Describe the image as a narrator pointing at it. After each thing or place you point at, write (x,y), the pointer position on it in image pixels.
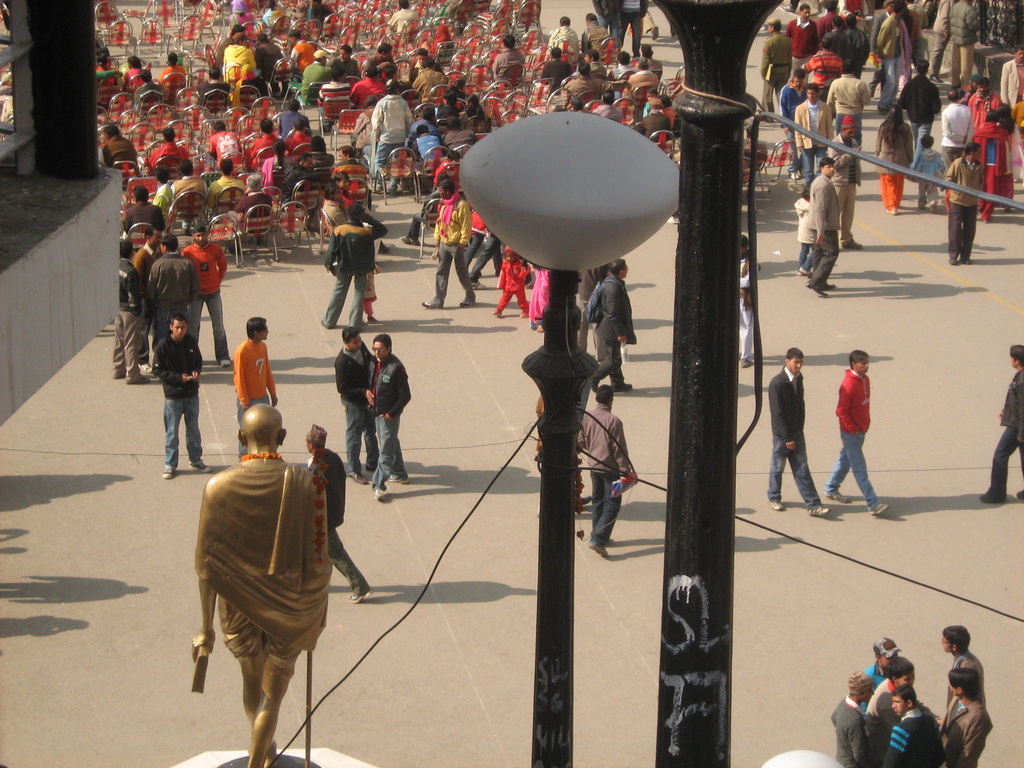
In the center of the image (551,440) we can see the poles (725,187), wires (306,722) and one statue (263,762) on the solid structure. At the top left side of the image (26,211), there is a wall (22,276), fence (10,147) and a few other objects (78,123). In the background (342,157), we can see chairs (181,118), few people (908,38) are standing, few people (242,89) are sitting, few people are walking, few people (418,139) are holding some objects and a few other objects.
